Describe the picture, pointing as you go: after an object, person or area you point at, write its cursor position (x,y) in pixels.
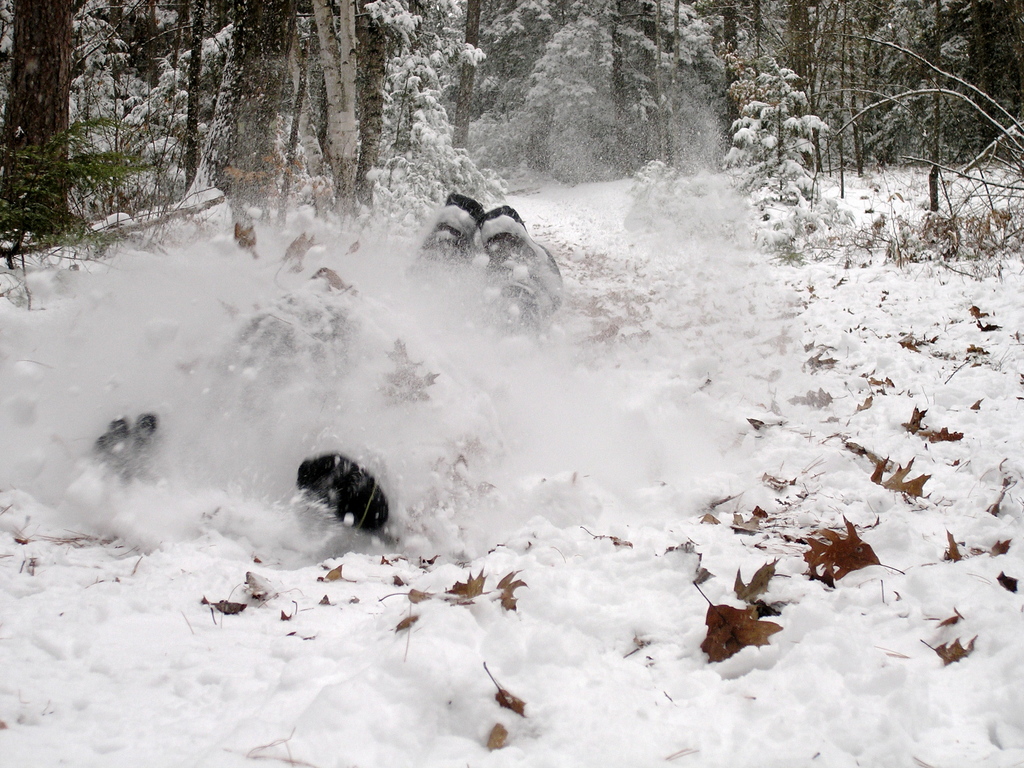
In this image there is snow (812,250) on the surface (664,308), in the background of the image (266,109) there are trees (262,138).
